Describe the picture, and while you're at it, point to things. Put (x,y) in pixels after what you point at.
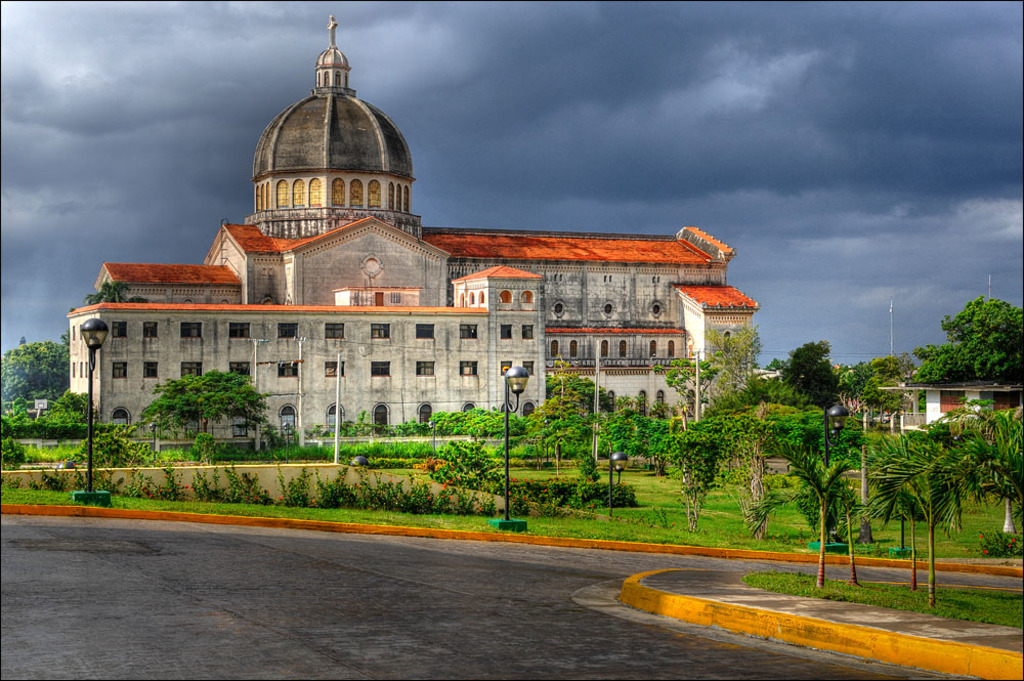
In this image we can see a building (406,189). There are many trees (799,451) and plants (849,438) in the image. We can see the clouds (939,281) in the sky (784,102). There is a road (42,661) in the image.
